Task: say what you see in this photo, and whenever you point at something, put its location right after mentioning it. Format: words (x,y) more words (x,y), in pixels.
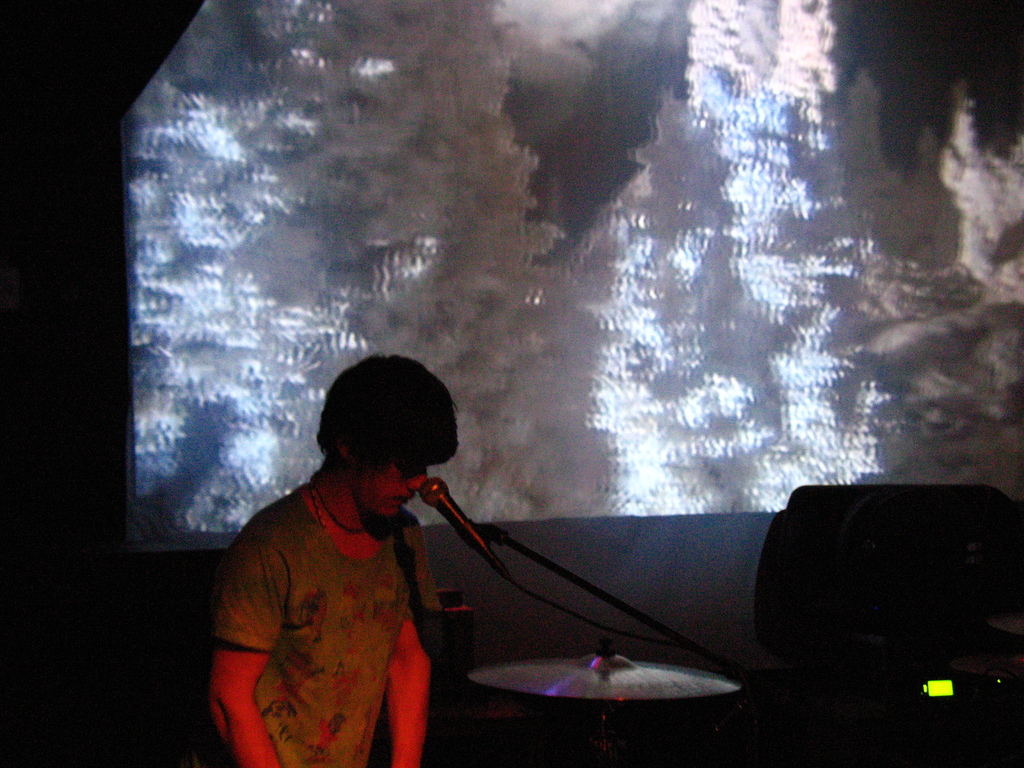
In this picture there is a man (339,516) on the left side of the image (325,513) and there are mics (480,549) and a drum set (606,692) in front of him and there is a screen (542,312) in the background area of the image (607,266), there is a speaker (1016,577) on the right side of the image (879,589).
